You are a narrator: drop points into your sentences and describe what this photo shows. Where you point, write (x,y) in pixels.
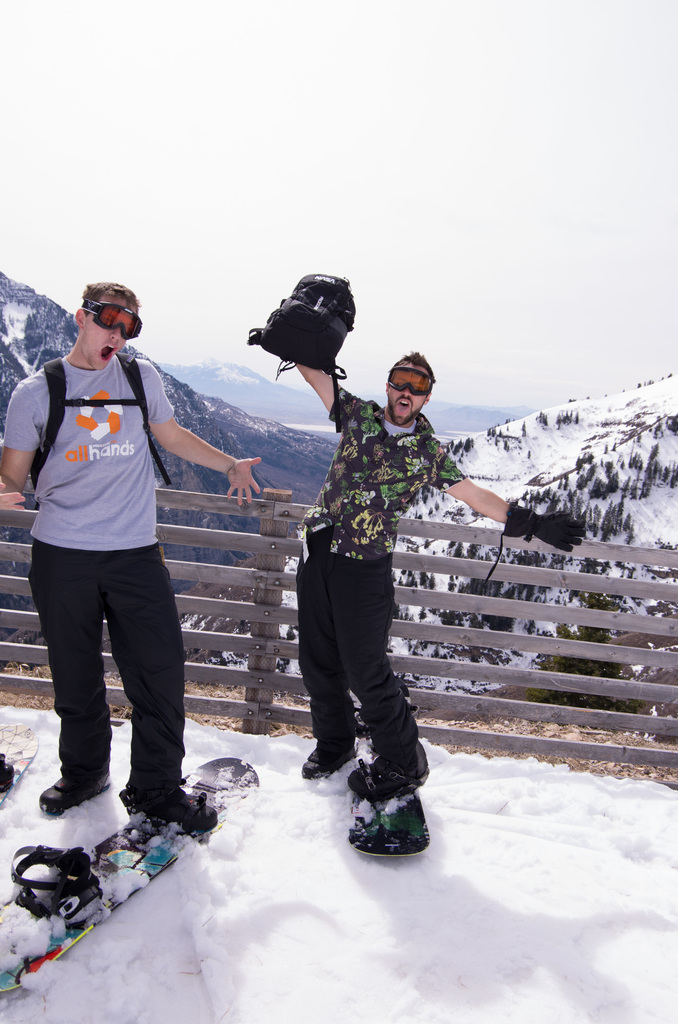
In this picture we can see snowboards (104,865) on snow (530,865), two men (178,709) wore goggles (406,376) and a man (420,388) holding a bag (262,344) with his hand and at the back of them we can see a fence (534,577), trees (614,479), mountains (529,496) and in the background (437,174) we can see the sky (411,173).
